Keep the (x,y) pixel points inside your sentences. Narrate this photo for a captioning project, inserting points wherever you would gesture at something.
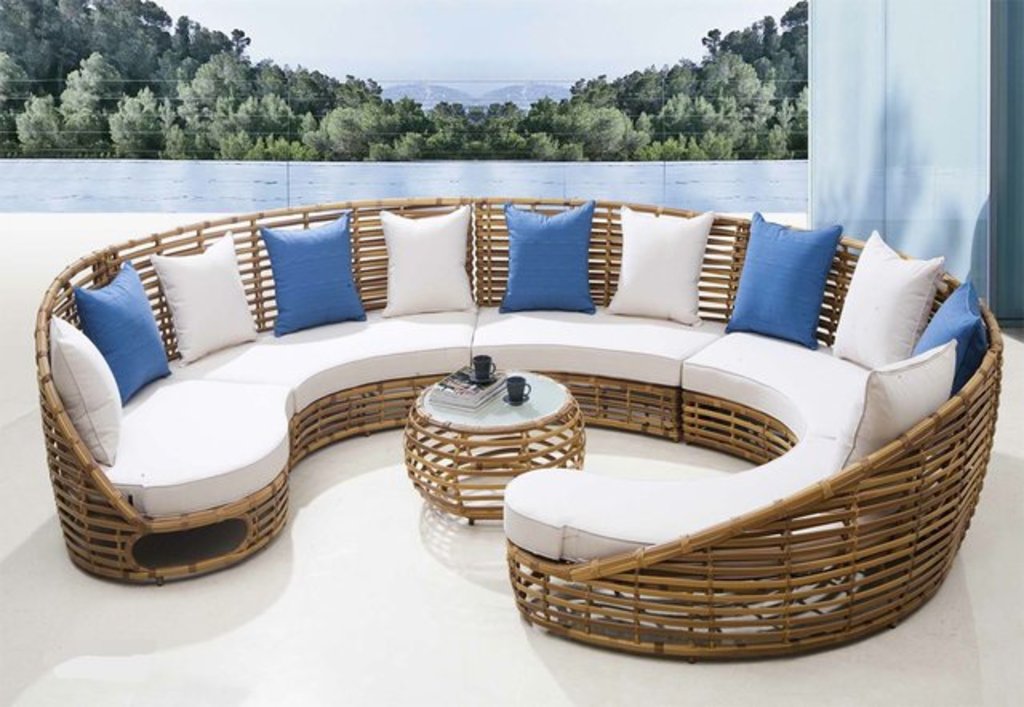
There is a sofa (621,378) and these are the pillows (873,255). This is table (459,488). On the table (465,433) there are books (487,396) and cups (485,370). This is floor (327,620). On the background (209,141) there are trees (796,42) and this is sky (543,59). And this is wall (897,141).
